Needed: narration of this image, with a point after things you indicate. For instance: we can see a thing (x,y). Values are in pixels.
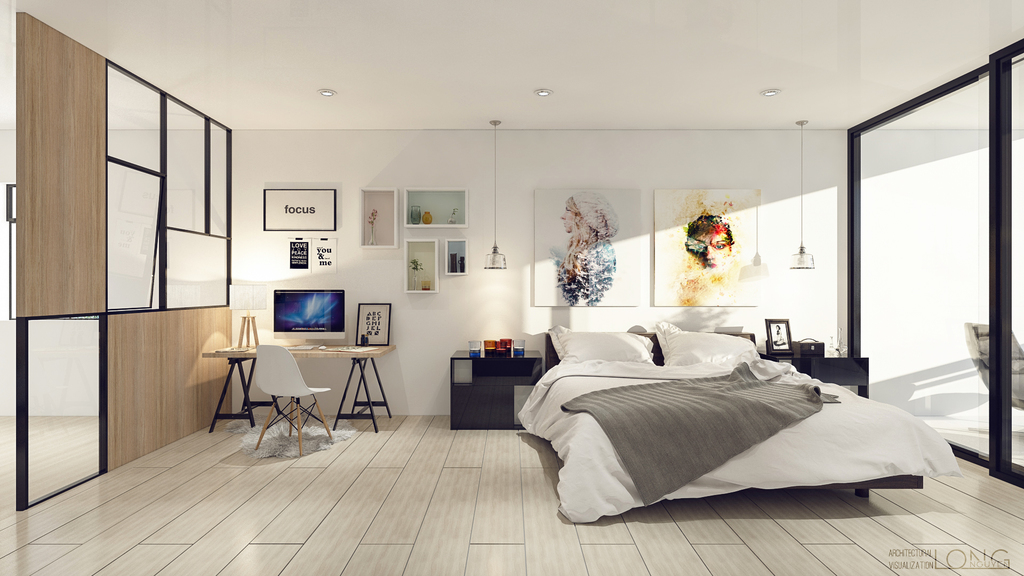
In this image there is a bed (595,427) with a blanket (665,410) and two pillows (646,348) on it, beside the bed (588,386) there is a table (501,387) with some objects (481,352), beside the table (463,369) there is an empty chair (279,383) in front of the chair (277,353) on the table (249,356) there is a monitor (318,323), a lamp (247,313), photo frame (365,325), behind the monitor (295,332) on the wall (443,258) there are photo frames (585,237) and there are two lamps (493,258) hanging from the ceiling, beside the monitor (317,297) there is a wooden partition (168,357). On the other side of the bed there is a table (853,364) with a photo frame (783,349) and some other objects (811,356) on it, beside the table (866,362) there is a glass wall (935,243), behind the glass wall (927,273) there is a chair (1017,348), at the bottom of the image (905,567) there is text (975,554).
